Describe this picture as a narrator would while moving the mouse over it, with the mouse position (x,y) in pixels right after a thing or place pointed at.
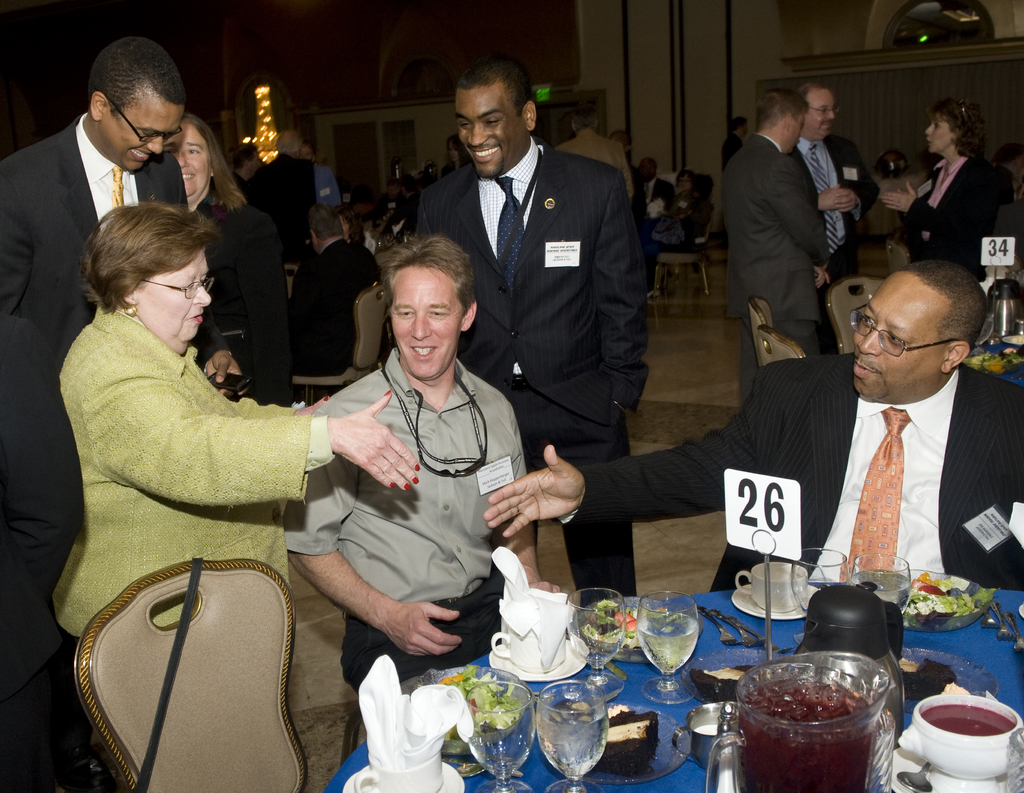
In this picture we can see 2 people (701,492) about to shake hands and others (399,574) are looking and smiling at them. We can see number plates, glasses (518,700), cups (492,642) and saucers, plates (765,655), tissues (549,629), food (944,607), jugs (893,688), etc. on the tables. We can also see people (482,594) sitting on the chairs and lights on the ceiling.
